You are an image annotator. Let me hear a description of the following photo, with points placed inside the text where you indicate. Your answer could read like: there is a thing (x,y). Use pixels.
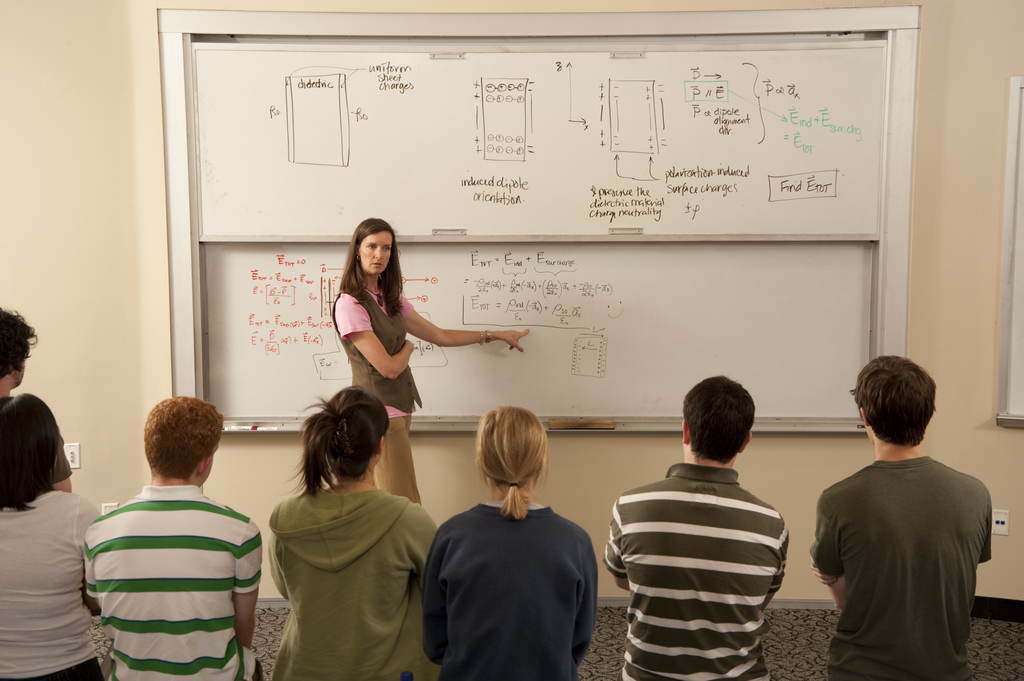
In the foreground (236,535), I can see a group of people (309,424) are standing on the floor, in front of a white board (664,201) and I can see a wall (942,299). This picture might be taken in a hall (137,451).
